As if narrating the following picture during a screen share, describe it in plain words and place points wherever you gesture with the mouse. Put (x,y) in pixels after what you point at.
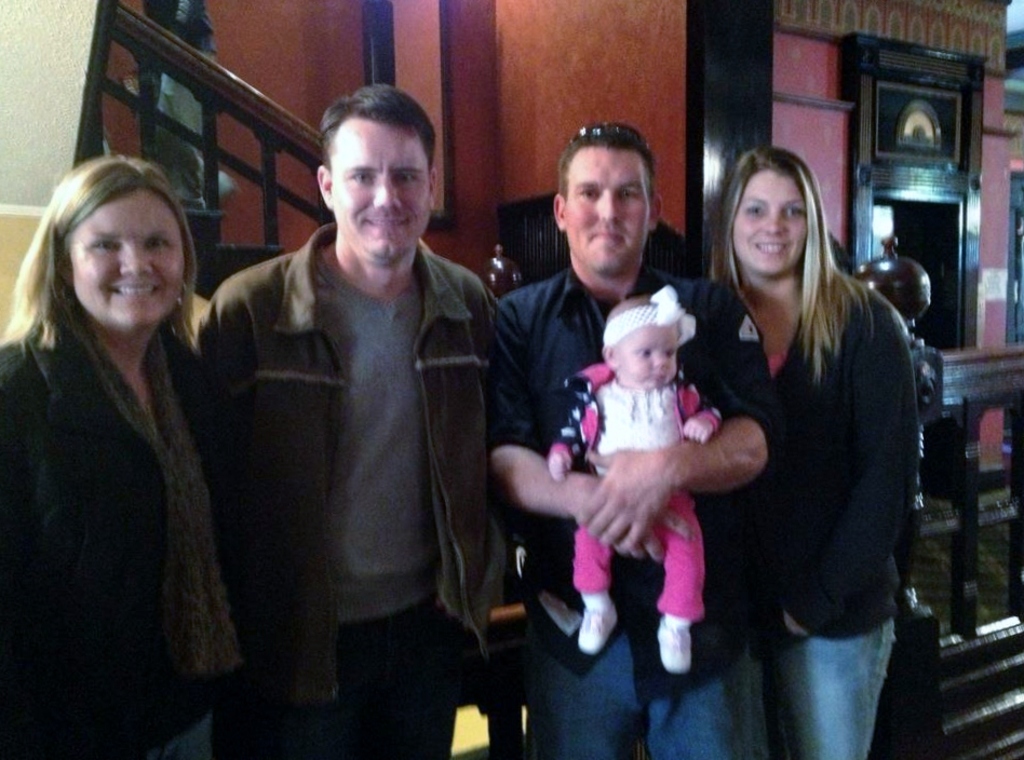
Here we can see four people (557,671) standing and smiling. This man (581,204) is holding a baby (645,425). A person (191,20) is on the stairs (205,258).
